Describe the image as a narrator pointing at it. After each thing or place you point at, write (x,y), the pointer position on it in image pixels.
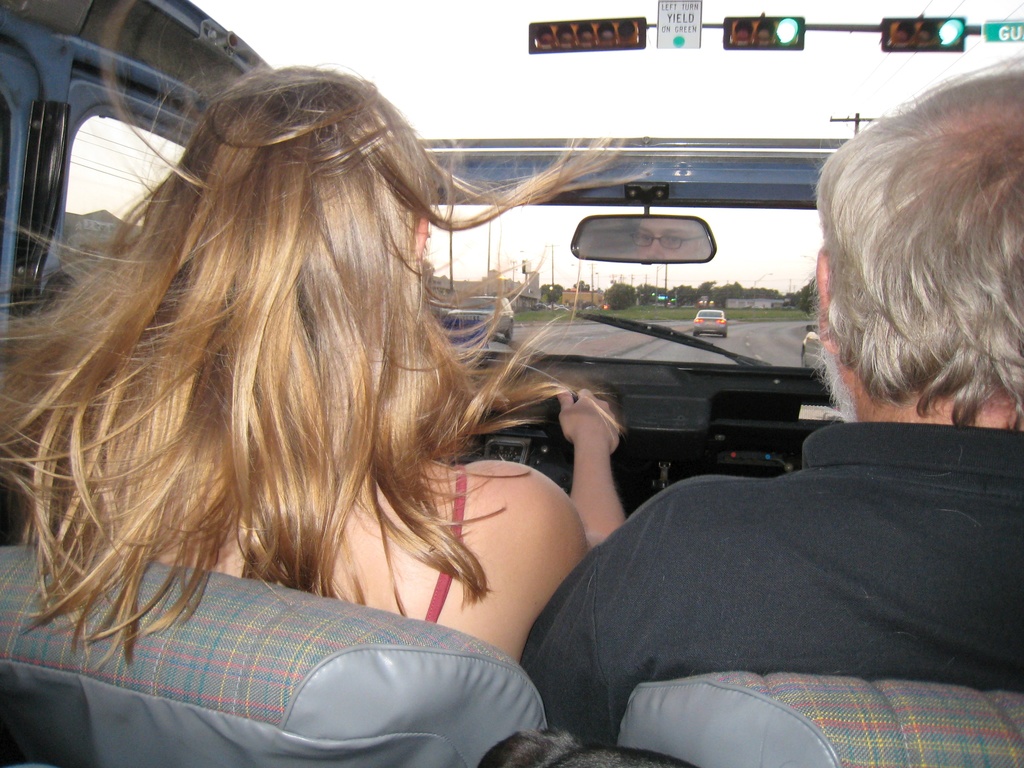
This is the picture taken in the outdoor, there are two person (625,566) sitting on a car (223,632) and riding on a road (657,346). In front of the people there are trees (612,294), building (594,302), sky (605,99) and traffic lights (779,47).
